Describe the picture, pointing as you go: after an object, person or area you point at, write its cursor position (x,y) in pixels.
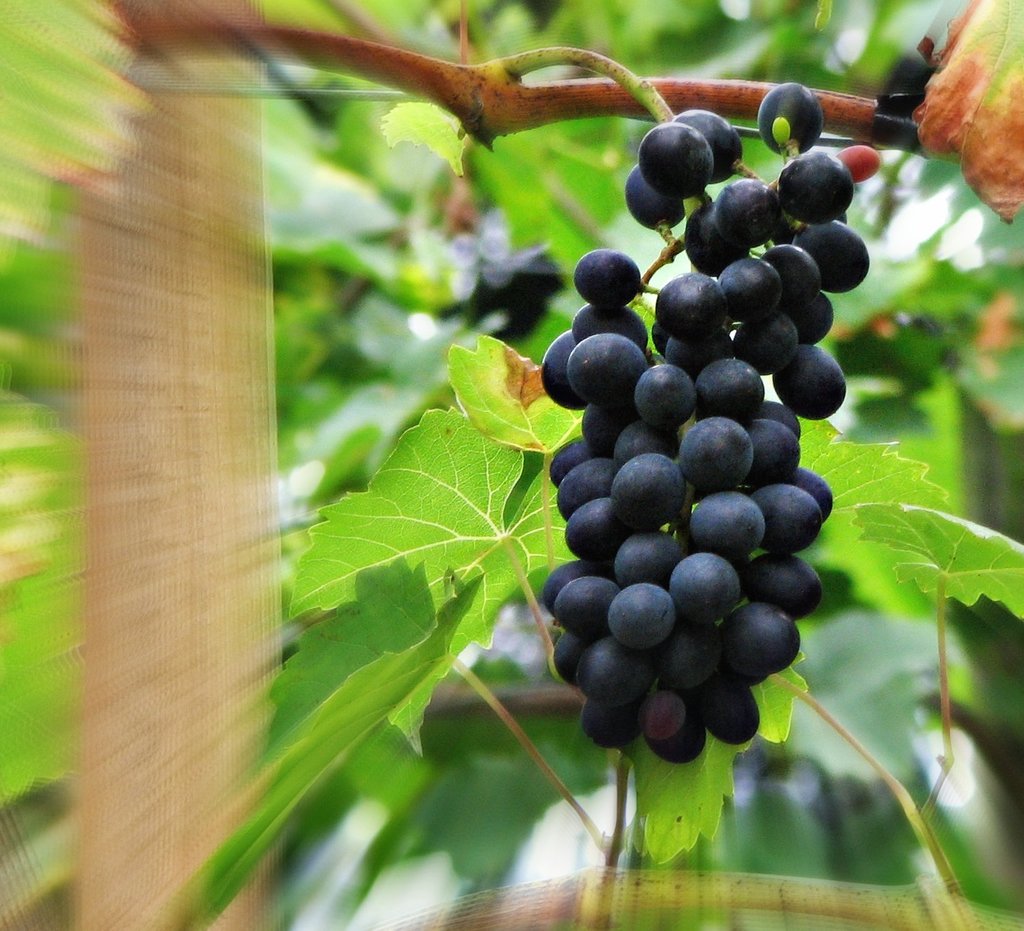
In this image there is a plant (420,437) of grapes (572,543) as we can see in middle of this image (591,373). There are black color grapes (723,401) on the right side of this image (710,455).
